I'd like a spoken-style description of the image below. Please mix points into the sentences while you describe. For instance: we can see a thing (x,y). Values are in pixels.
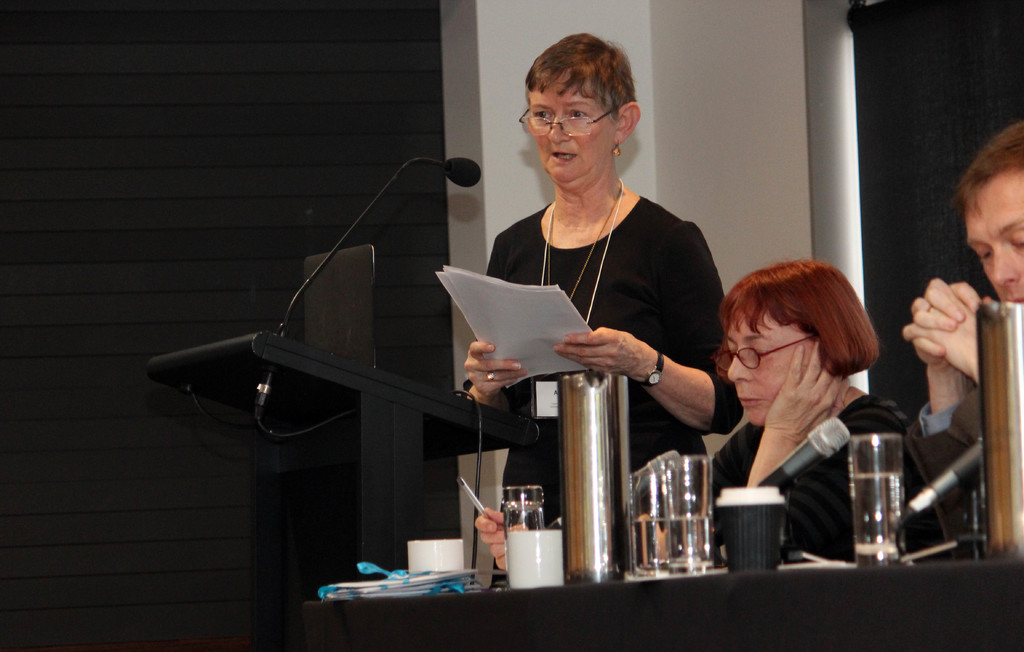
The picture is taken in a conference. In the foreground of the picture (663,575) towards right (858,574) there is a table (520,593), on the table (767,601) there are glasses (704,533), microphones (961,461), cups (524,554), files (421,574), vessel (588,562) and other objects (980,483). In the center of the picture (462,392) there is a podium (296,407) and there are microphone (403,167) and cable (315,426). In the center (625,347) there are three people (784,346). Towards left (61,431) there is a black color curtain (141,196). In the background (742,34) there is a pillar (682,37) and pipe (833,132).
